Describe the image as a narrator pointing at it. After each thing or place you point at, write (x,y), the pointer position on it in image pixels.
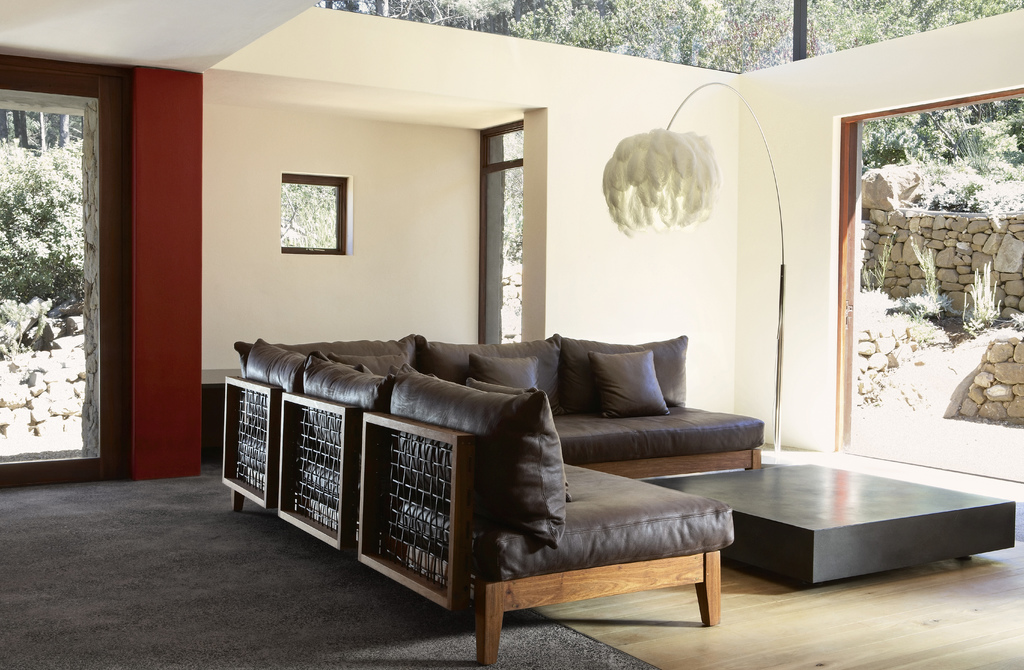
In this image, we can see sofa (605,470), couch (586,387). There is a pillows (549,389) on it. The right side (841,512), there is a table (833,523) and lamp (681,190). WE can see outside view (960,255), plants (966,203), stones (901,254), trees (706,33). On the left side (56,323), there is a closed door (56,372). Here in the middle (486,239), we can see window (308,226).
